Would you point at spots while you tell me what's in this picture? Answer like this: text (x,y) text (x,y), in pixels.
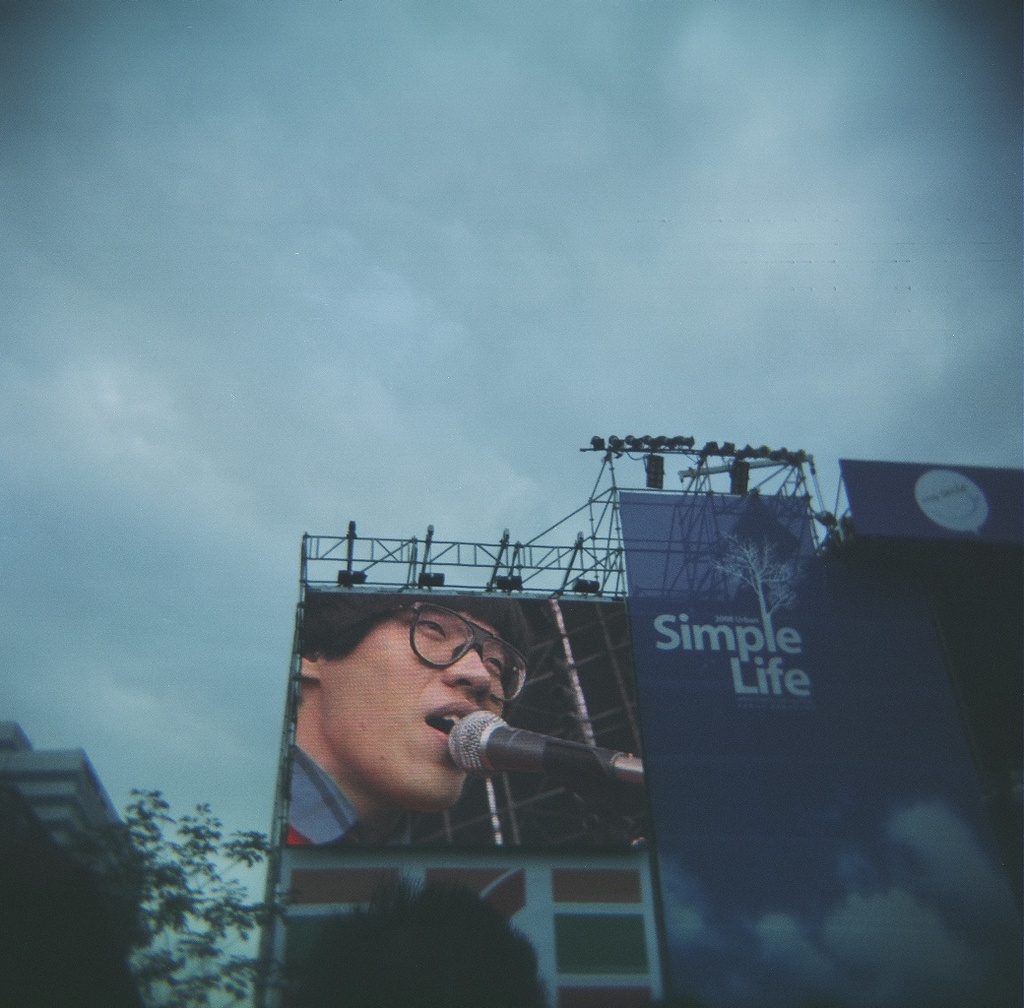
In this image there is a hoarding (878,716). There is text (768,646) on the hoarding (884,608). Beside it there is a display screen (556,812). On the screen (377,746) there is a face (403,713) of a person (361,737) displayed. In front of the person (464,710) there is a microphone (559,740). To the left (84,785) there is a building (81,798). At the top (439,329) there is the sky (439,329).
